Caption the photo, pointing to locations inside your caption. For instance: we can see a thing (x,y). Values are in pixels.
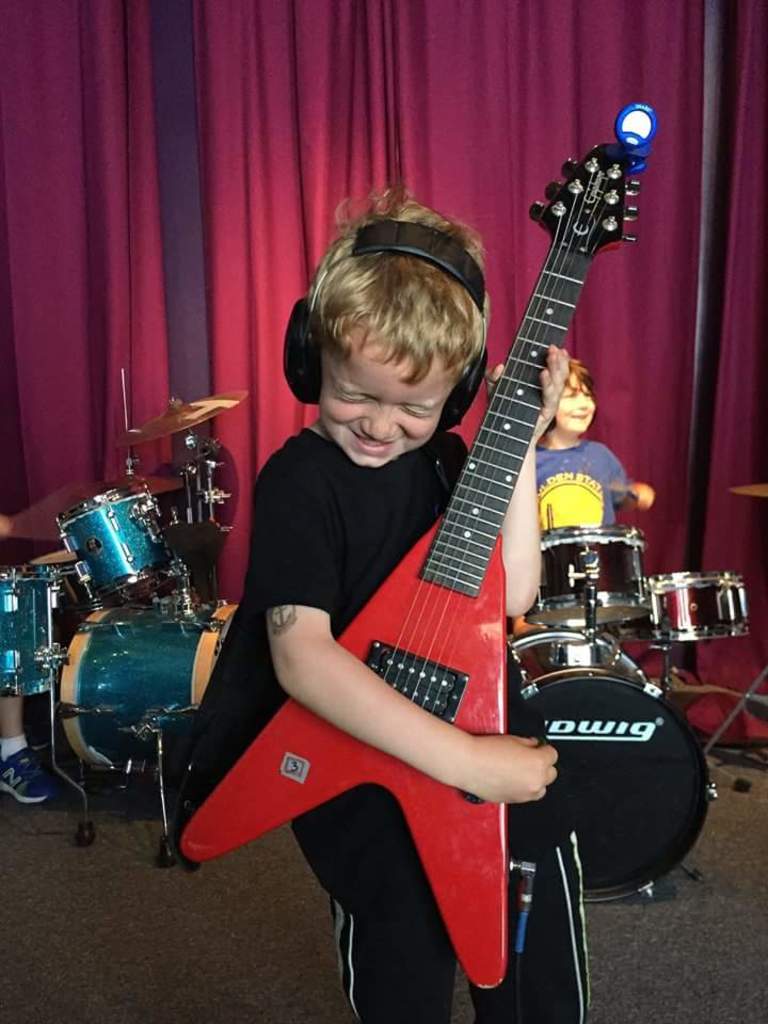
In this image, In the middle (286,641) there is a boy (528,987) standing and he is holding a music instrument (346,790) which is in red color, In the background (644,789) there are some music instruments (84,688) and there is a red color curtain (313,87).
